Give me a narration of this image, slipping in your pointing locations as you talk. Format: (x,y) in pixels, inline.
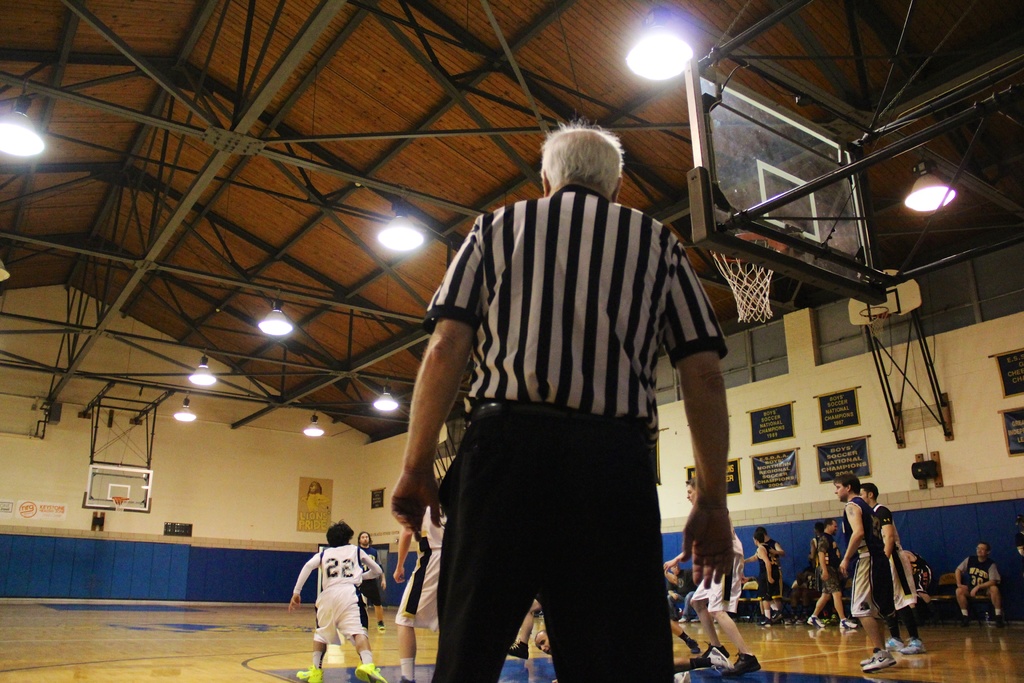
In the image there are few people (329,620) in white and black jerseys (908,578) standing and walking on the basketball court (278,608), in the front (521,354) there is an old man (541,300) in white and black striped shirt (618,301) and black pant (609,434) standing, there are lights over the ceiling (323,274) and there are banners (851,447) on the wall (287,524).
